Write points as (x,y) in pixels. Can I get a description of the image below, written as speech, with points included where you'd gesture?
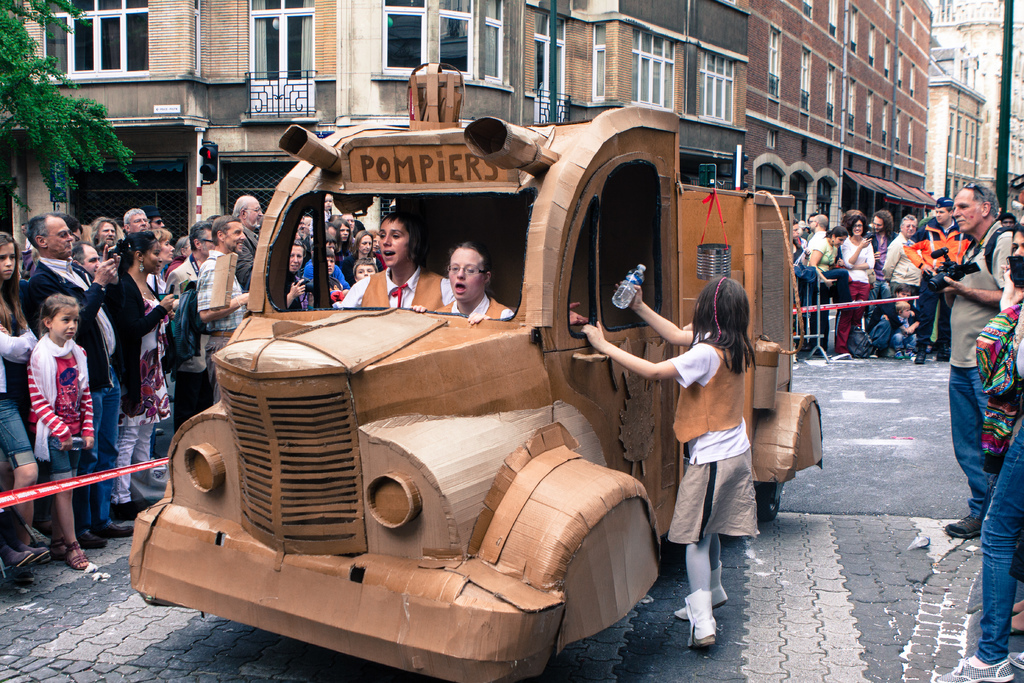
There are two persons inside a vehicle (440,638). Here we can see a person (740,429) holding a bottle (624,301). This is road (849,469) and there are some persons (999,239) standing on the road (980,598). In the background (898,133) we can see trees (85,159), buildings (87,78), poles (197,133), and traffic signals (216,143).
